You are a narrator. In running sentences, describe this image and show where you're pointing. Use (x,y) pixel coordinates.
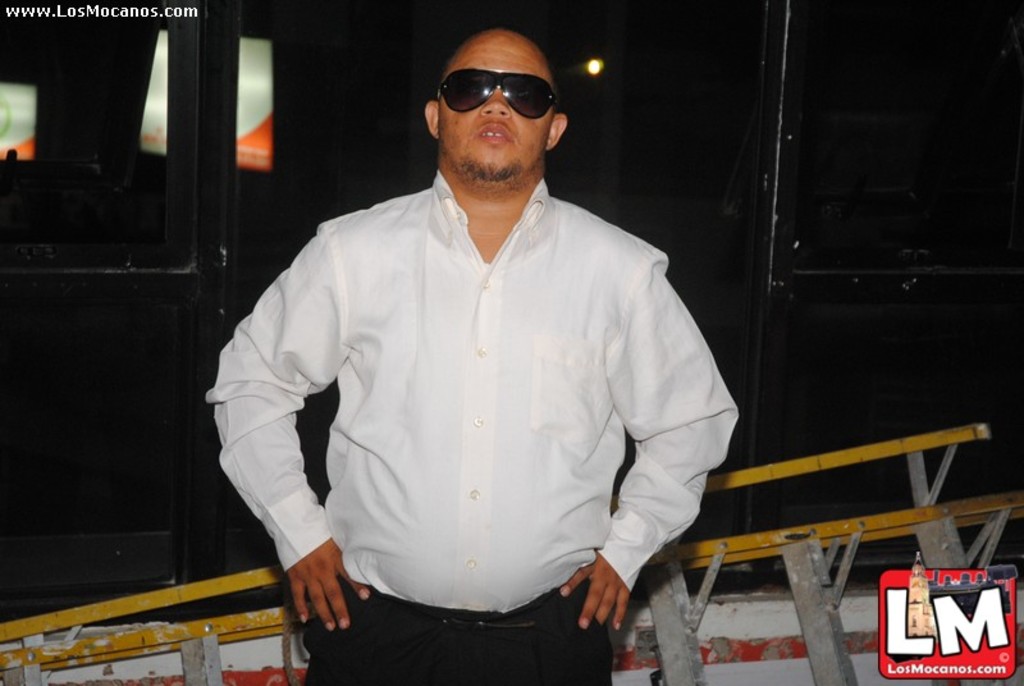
In the image we can see a man (430,463) standing wearing clothes (461,329) and spectacles (487,70). Here we can see a metal object (170,601) and the background (845,284) is dark. On the bottom right (905,610) and left top we can see the watermark (885,606).
